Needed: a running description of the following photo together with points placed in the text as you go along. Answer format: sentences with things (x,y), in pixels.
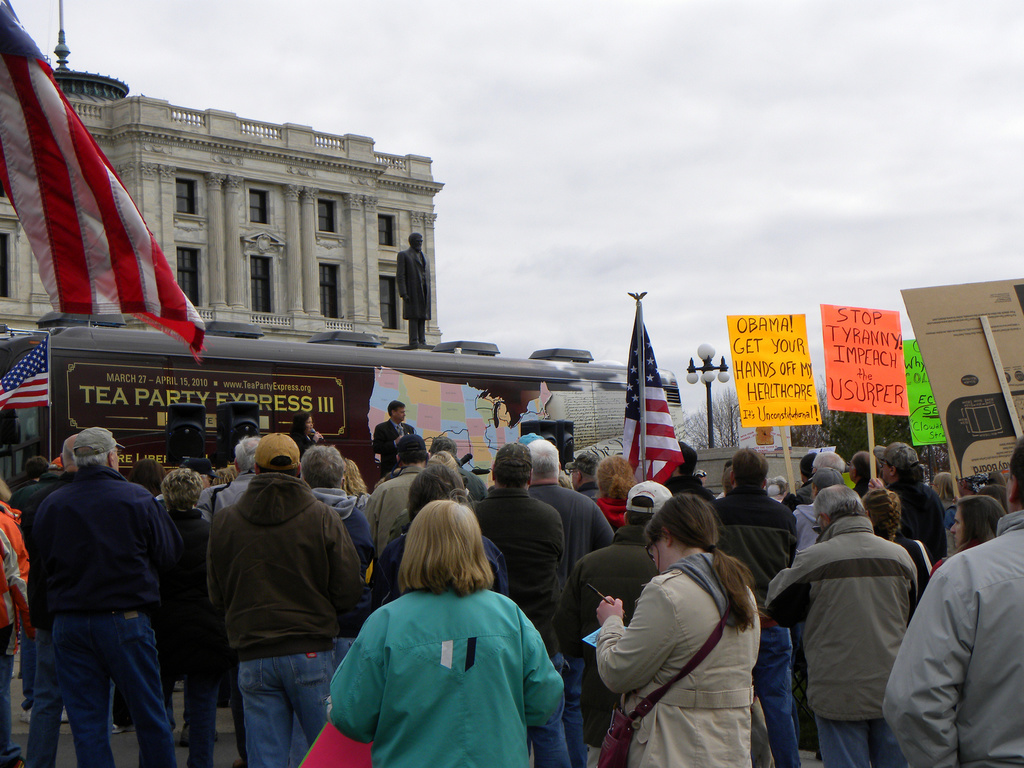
In this image, we can see a group of people (564,478), few people (668,498) are holding a flag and a few people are holding a board (963,408). In the background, we can see a statue (423,259), building (382,248). At the top (793,94), we can see a sky (748,100) which is cloudy.
